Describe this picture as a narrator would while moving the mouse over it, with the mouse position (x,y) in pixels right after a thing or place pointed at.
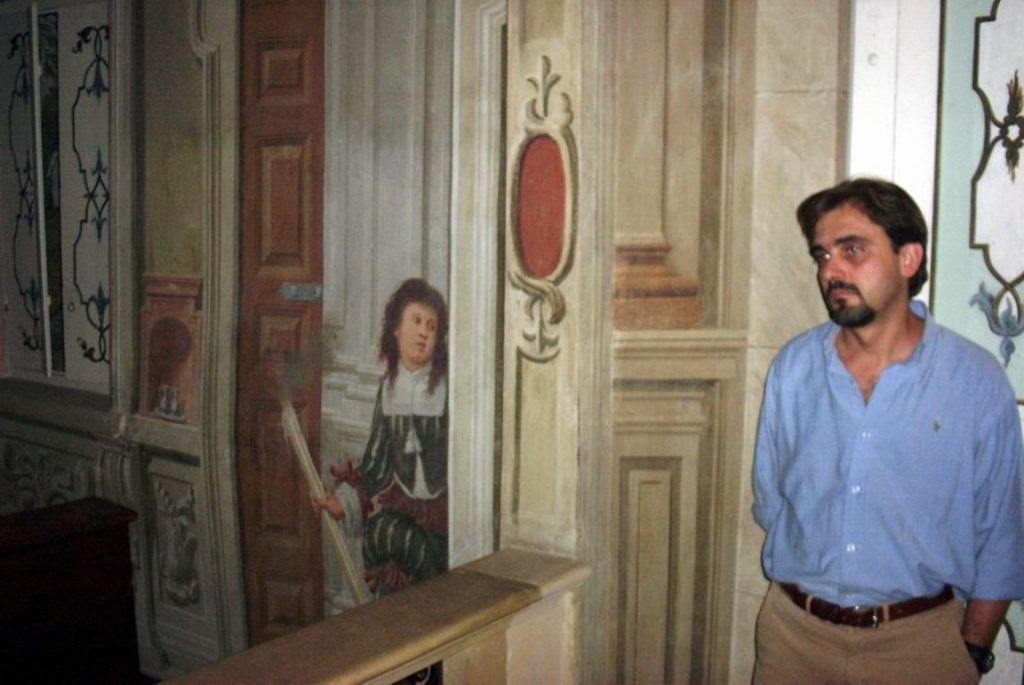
In this picture we can see a person (788,522) standing on the right side (907,283). There is a painting (479,226). In this painting (372,472), we can see a person (368,454) holding a stick (289,410) in a hand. We can see a door (302,402), some carvings (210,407) and other objects (161,280) on the left side (156,474). There is a wooden object (87,520) on the left side (21,617). We can see a pillar (709,540) and a few things (951,110) are visible on the right side (917,45).
